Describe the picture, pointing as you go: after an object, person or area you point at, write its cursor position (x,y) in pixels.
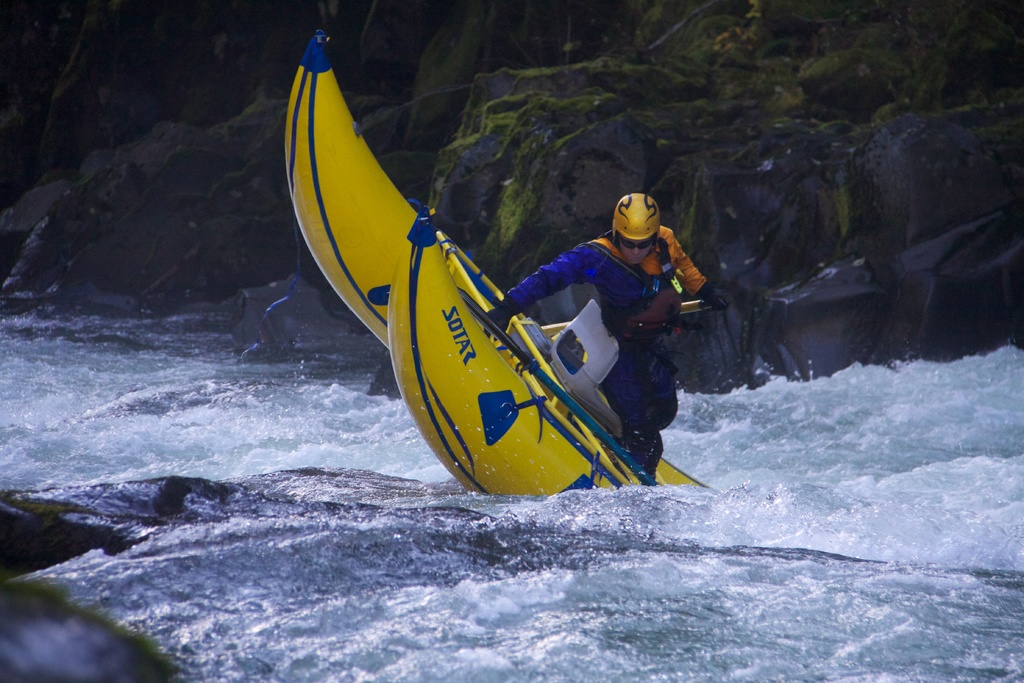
In this image we can see a person (664,288) wearing blue color jacket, yellow color helmet (634,223) doing river rafting and at the background of the image (409,106) there are some stones (101,89) and we can see yellow color boat (421,265).
